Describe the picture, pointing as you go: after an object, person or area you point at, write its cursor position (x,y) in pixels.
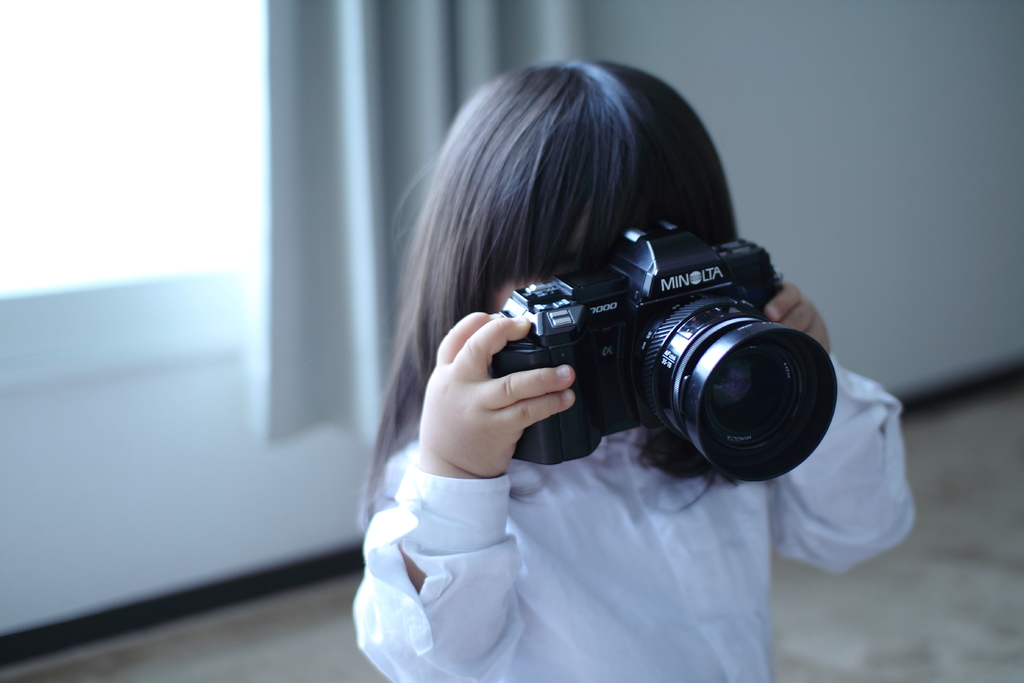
In the center of the image (519,232) there is a girl (592,574) who is wearing a white dress (629,550) is holding a camera (754,304) in her hand (554,394). In the background (749,155) there is a wall (775,60), a window (208,116) and a curtain (353,153).
